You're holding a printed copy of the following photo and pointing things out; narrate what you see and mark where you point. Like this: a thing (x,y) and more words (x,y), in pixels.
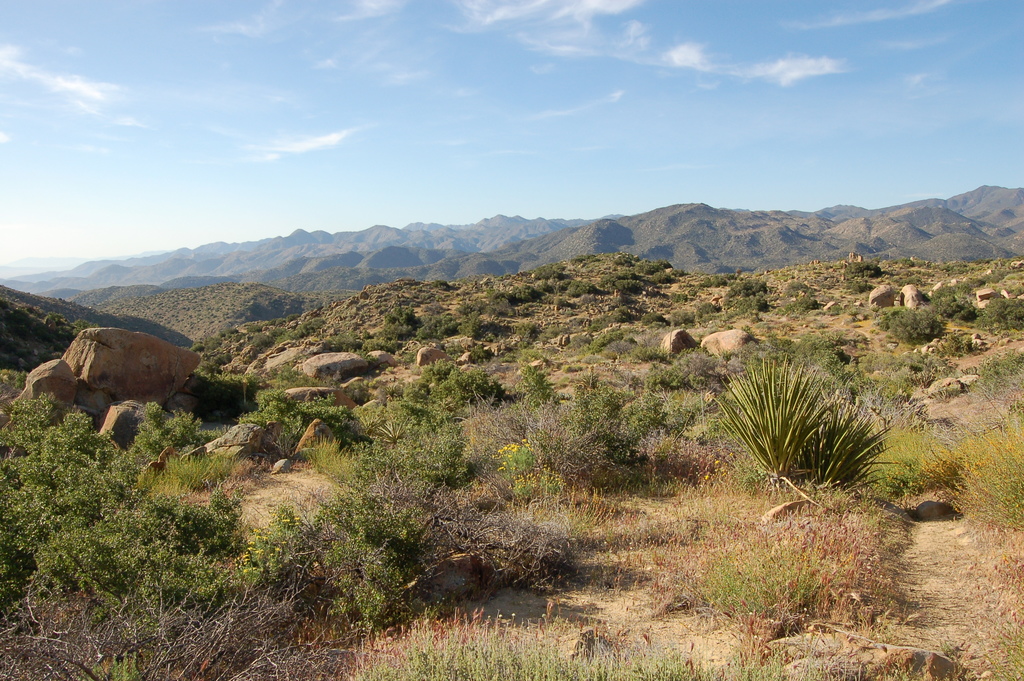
In this picture there is a view of the ground (957,527) with a grass (624,531) and plants (490,540). Behind there are some stones (360,356). In the background (145,265) we can see the mountain (267,242). On the top (408,179) there is a blue sky (367,179) and clouds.
